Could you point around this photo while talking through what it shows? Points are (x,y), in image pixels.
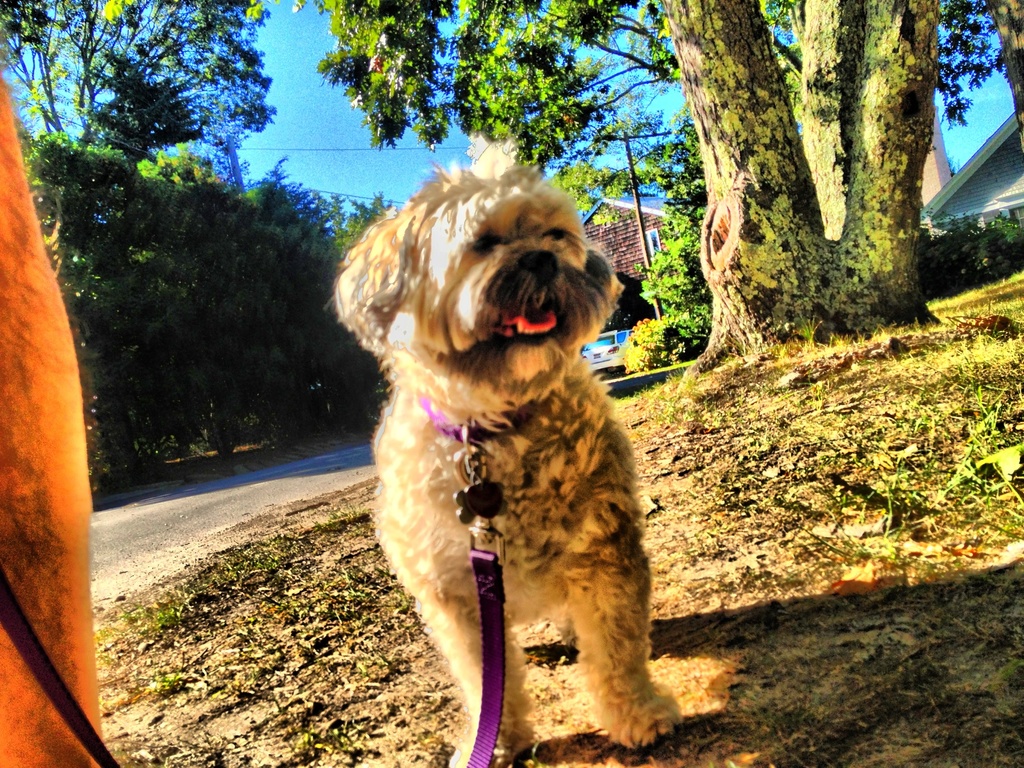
In this picture, in the middle (586,509), we can see a dog (586,504) in which its collar rope (488,644) is held by a person (84,546) who is on the left side (79,547). On the right side (954,232), we can see some trees (723,314), houses (1003,200). In the background (647,295), we can also see some trees (685,276), houses (654,230), electric pole (642,225), cars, electric wires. At the top (294,85), we can see a sky (365,135), at the bottom (251,520) there is a road (334,485) and a grass (710,542).
